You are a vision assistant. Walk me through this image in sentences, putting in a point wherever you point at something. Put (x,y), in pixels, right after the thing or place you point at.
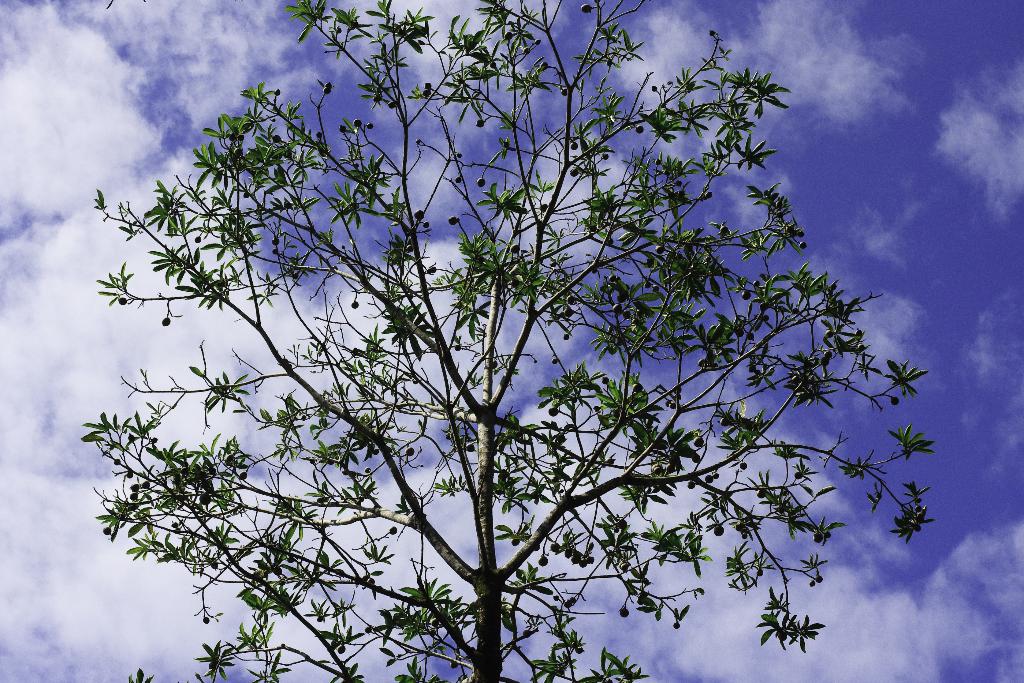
In the image I can see a tree (279,449) to which there are some raw fruits (204,496) and also I can see some clouds (9,417) to the sky (362,611).
